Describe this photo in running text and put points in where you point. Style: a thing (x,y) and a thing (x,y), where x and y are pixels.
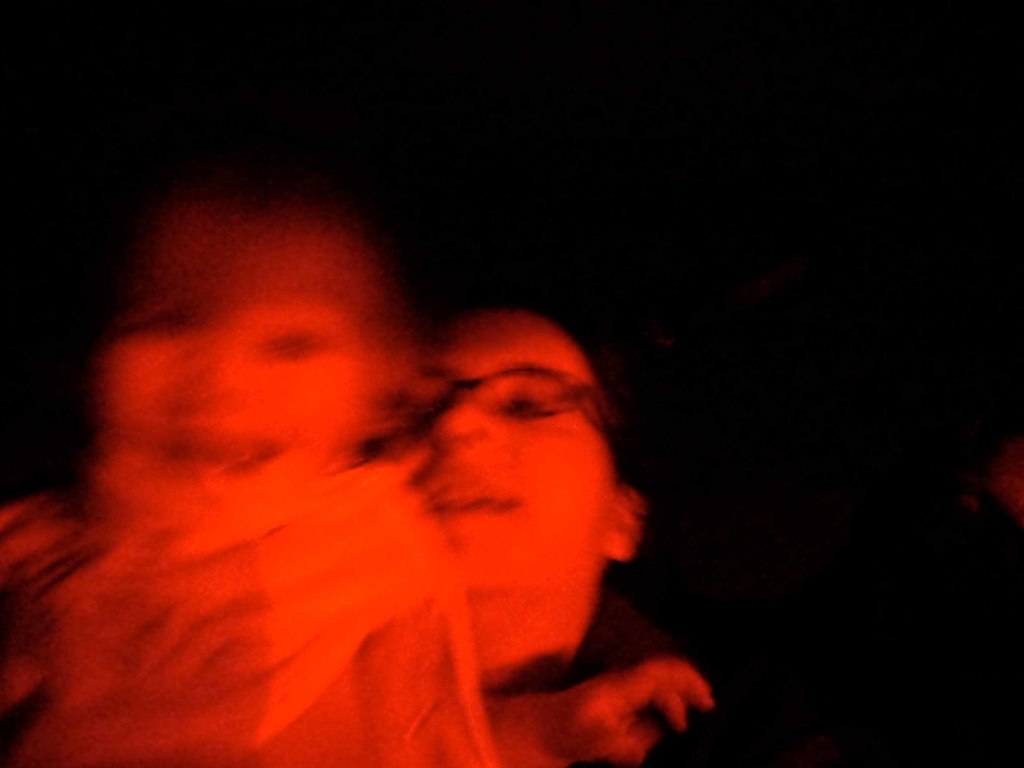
This is a dark picture, we can see a woman (550,536) holding a kid (354,610).
